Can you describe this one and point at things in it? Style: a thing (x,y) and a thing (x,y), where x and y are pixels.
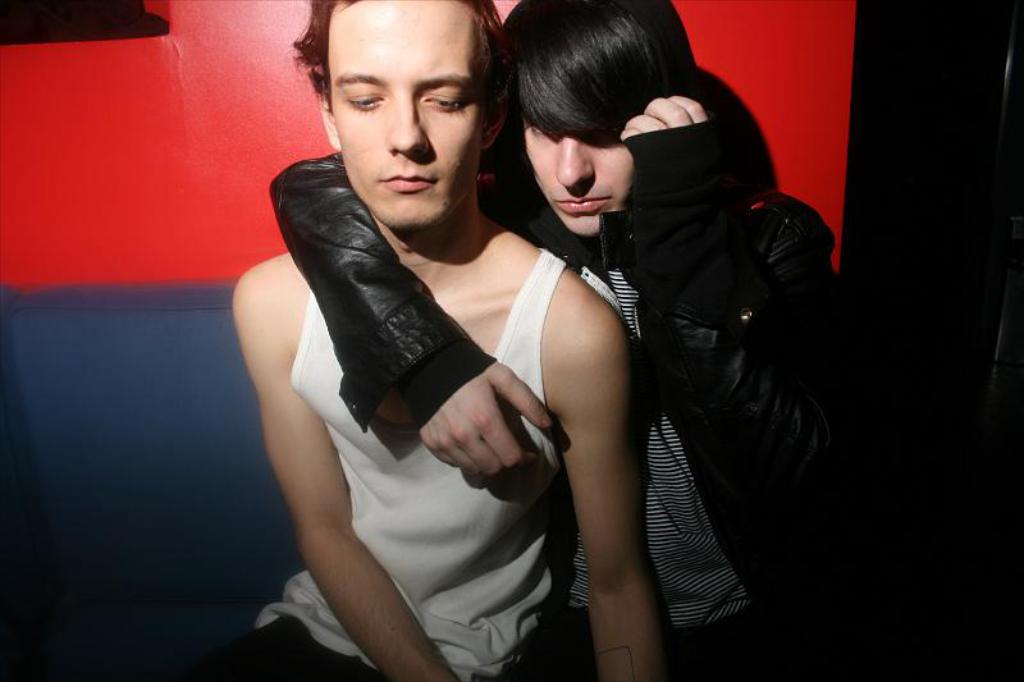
In this image there are two people (304,475) sitting on the sofa (182,491), there's a wall (243,142).
